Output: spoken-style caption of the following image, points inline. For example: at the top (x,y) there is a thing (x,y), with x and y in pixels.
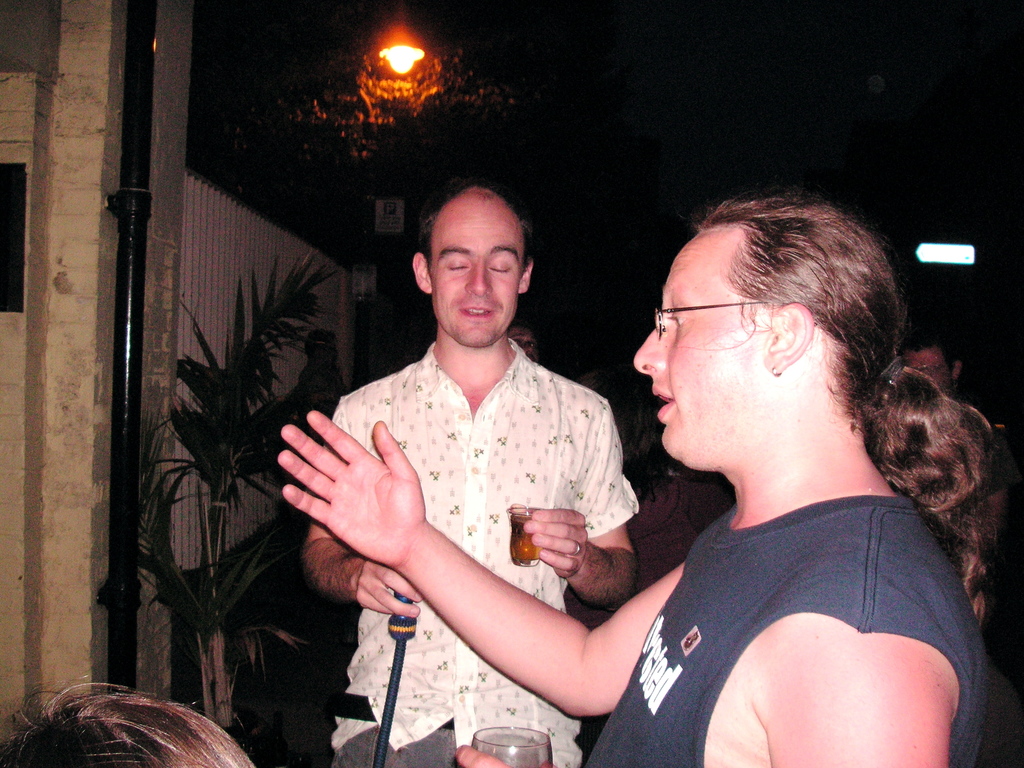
In this image there are two men (742,465) holding glasses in their hands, beside them there is a plant (169,572) and a wall (168,226).
